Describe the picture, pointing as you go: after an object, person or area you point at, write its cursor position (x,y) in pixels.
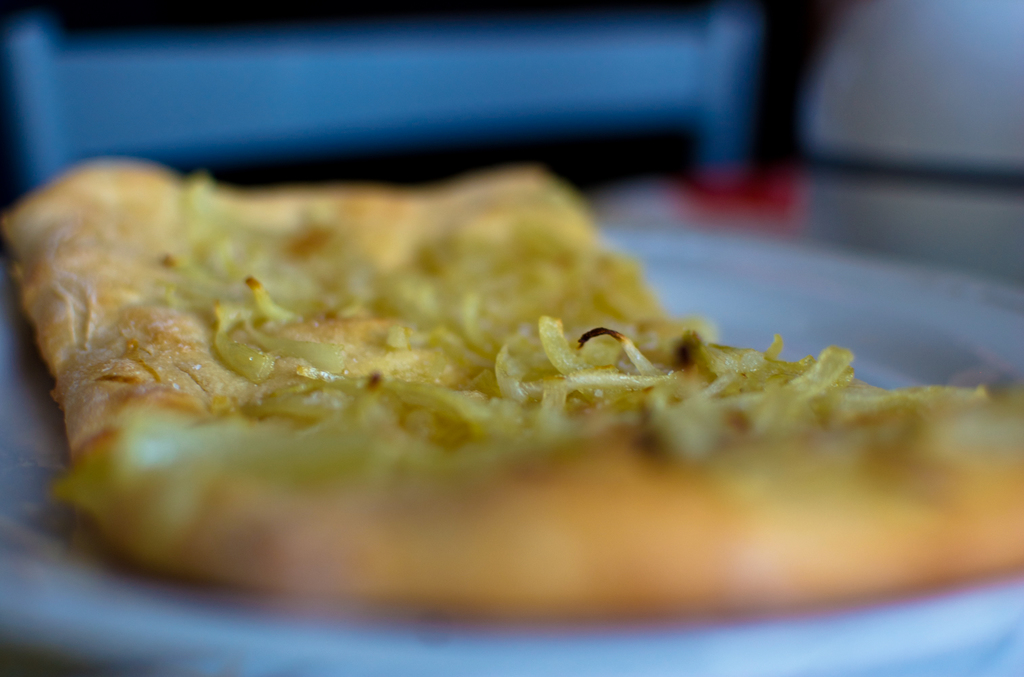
In this image, we can see a food item (590,419) on the plate (783,630).
